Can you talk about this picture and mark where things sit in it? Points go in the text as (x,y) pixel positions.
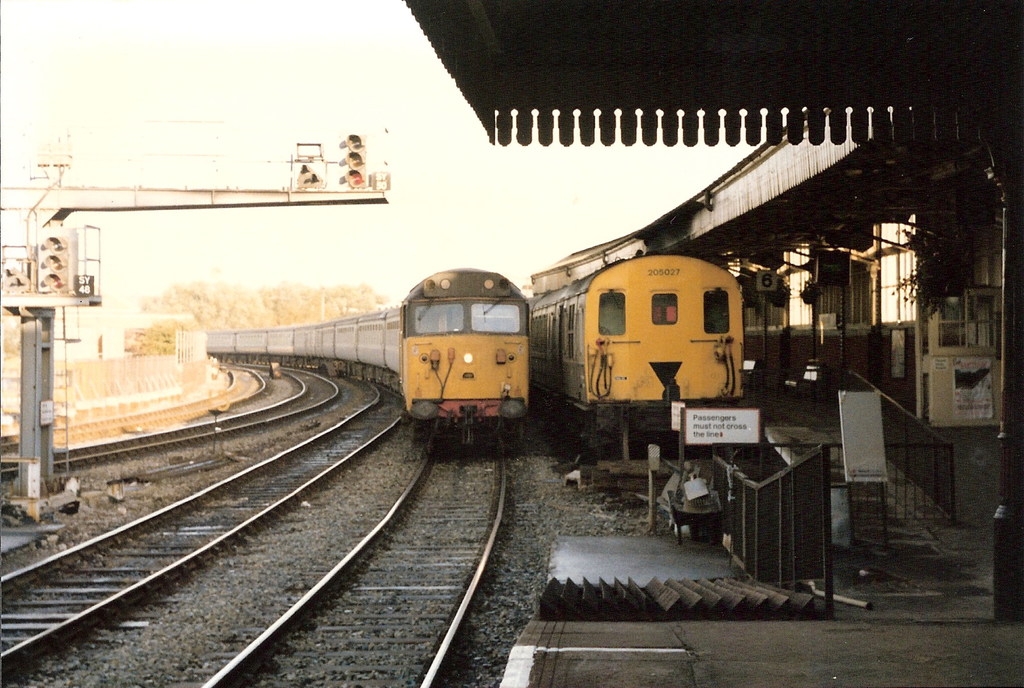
In the image we can see the trains (446,375) on the train tracks (317,409). Here we can see the station (929,644), fence (806,466), trees (214,294) and the sky (128,77).
